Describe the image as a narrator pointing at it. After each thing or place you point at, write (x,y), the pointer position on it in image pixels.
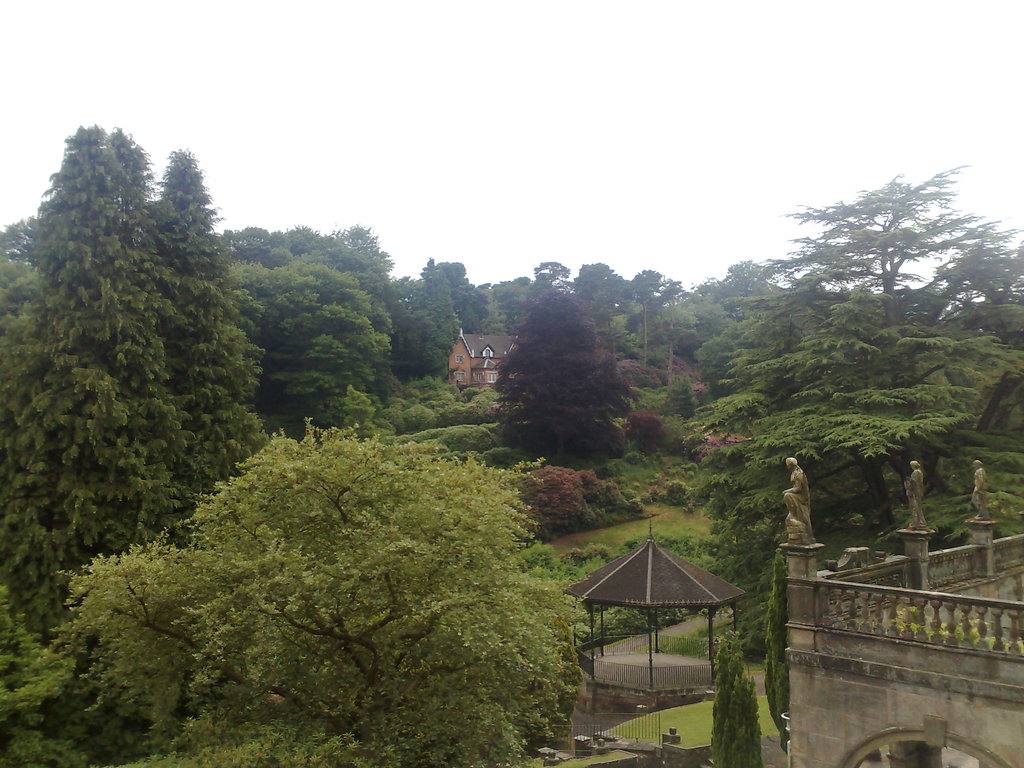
In this image we can see many trees (518,402), there is a grass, there is a house (485,360), on the right corner (916,528) there is a building (887,561), there are sculptures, there is a sky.
